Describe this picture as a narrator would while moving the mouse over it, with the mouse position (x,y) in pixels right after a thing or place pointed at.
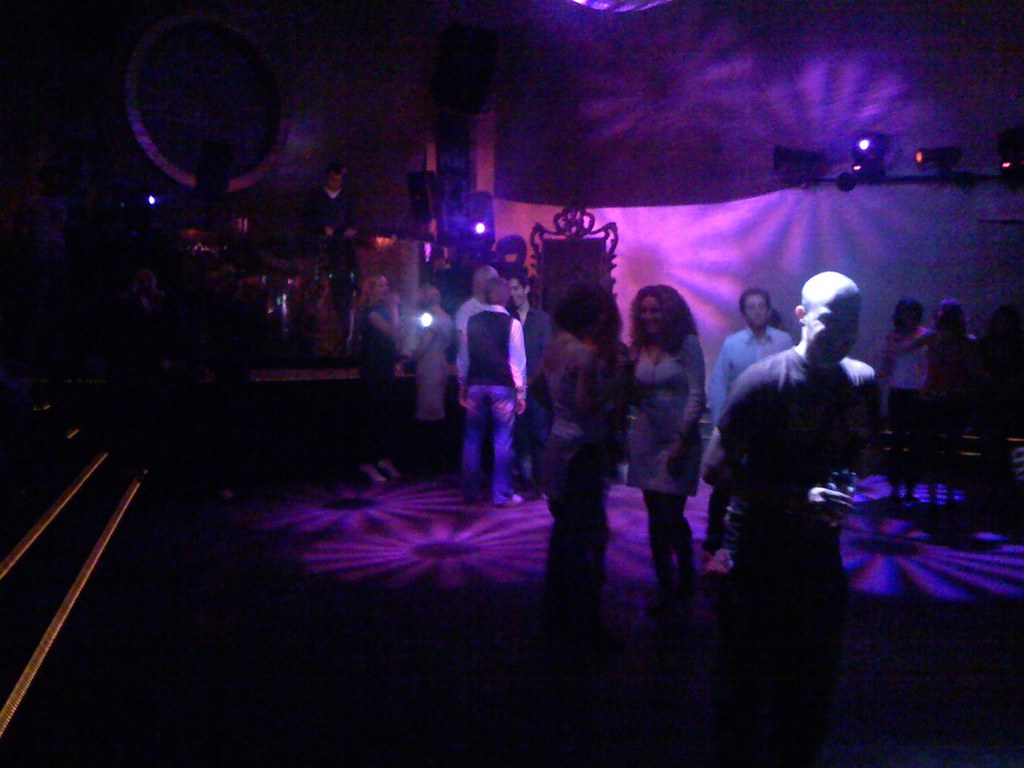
In this image, we can see people (495,353) and there are lights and we can see some other objects (547,270). At the bottom (615,570), there is a floor (450,665).
